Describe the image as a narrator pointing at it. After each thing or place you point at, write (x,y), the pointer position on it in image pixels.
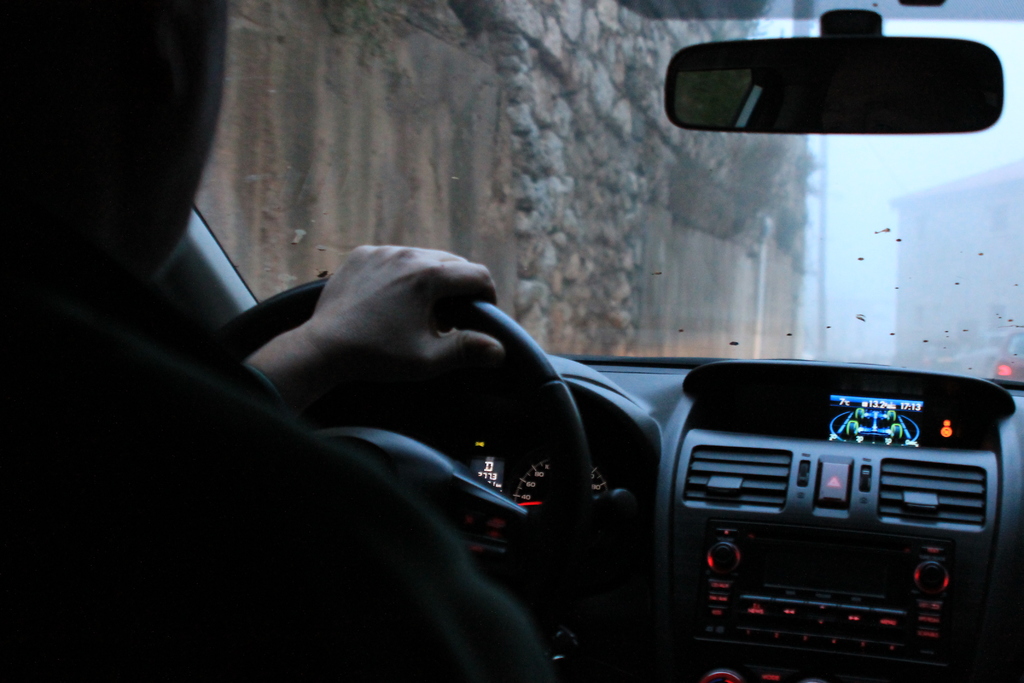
In this image there is an inside view of a car (928,531), there is a man (125,285) towards the left of the image (143,351), he is driving the car (215,255), there is a mirror (853,74), there is a wall (519,134) towards the top of the image (413,210), there is a building (960,244) towards the right of the image (967,271), there is the sky (888,188).
